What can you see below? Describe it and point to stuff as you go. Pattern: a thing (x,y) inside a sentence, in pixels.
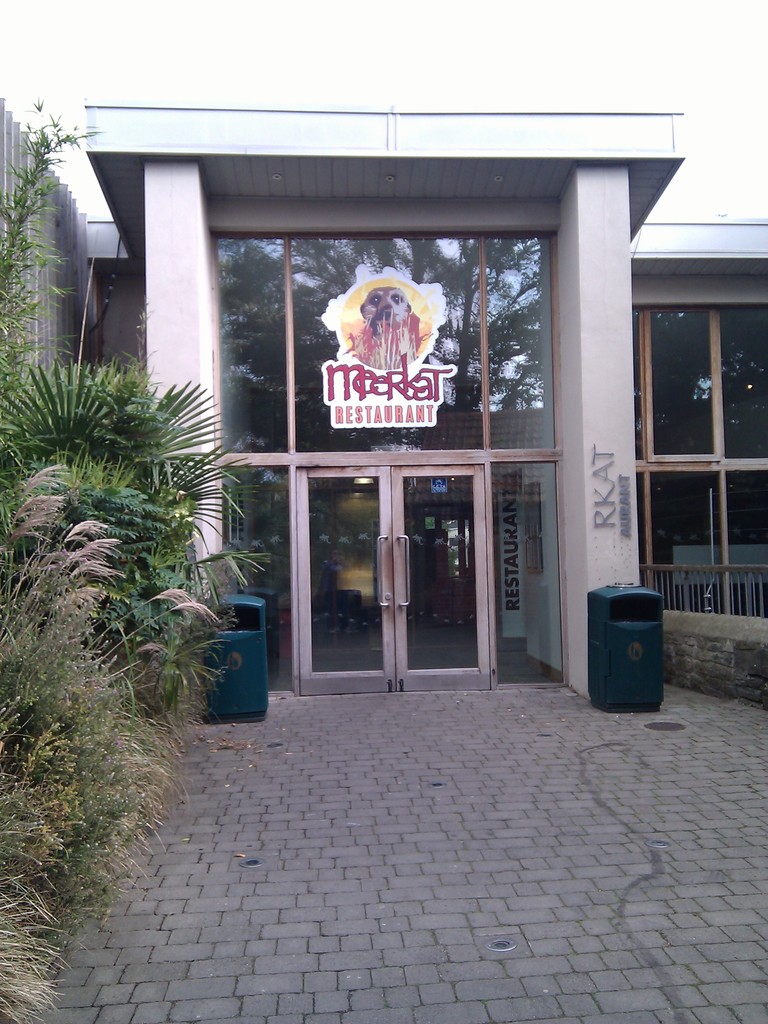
In this image I can see the glass door (335,473). On the glass door (384,494) there is a sticker (336,421). In-front of the door (377,501) I can see two dustbins (591,681). To the left (183,721) there is a plant (45,604). To the right (704,608) I can see the railing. In the background (416,55) there is a white sky (407,81).
